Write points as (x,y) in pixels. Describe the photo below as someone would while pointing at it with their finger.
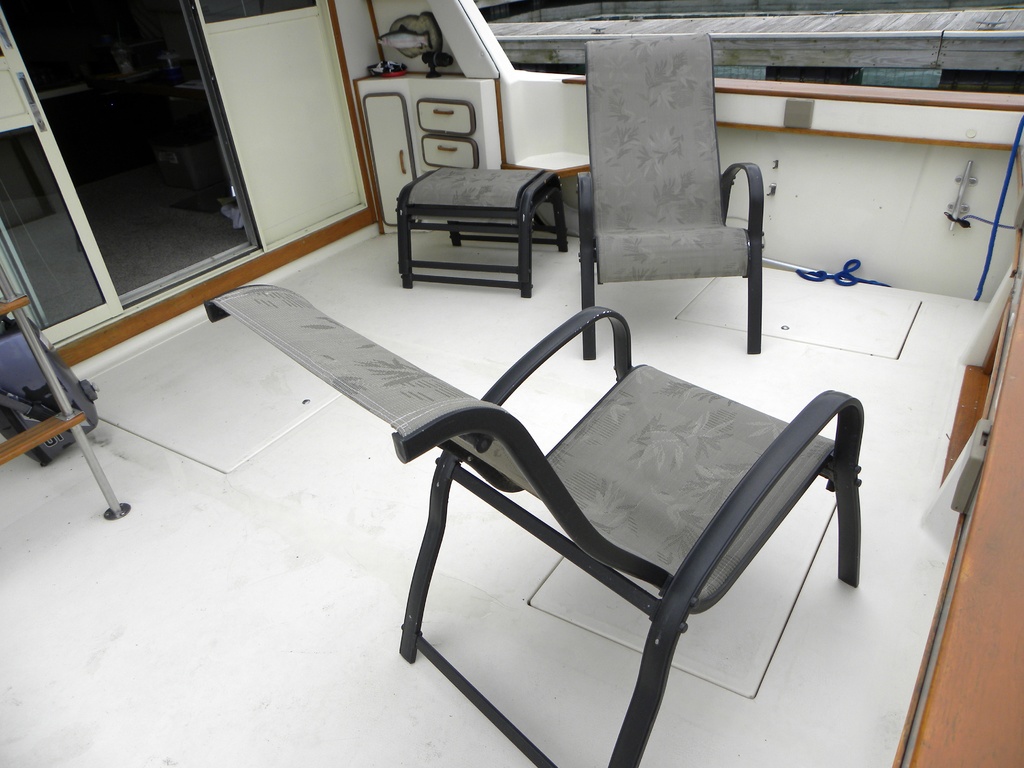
This picture is taken on a boat deck (323,479). In this image, in the right corner (1005,758), we can see a wooden rail (997,578). On the right side (728,489), we can see a chair (701,514). On the left side (52,376), we can see a metal rod (32,341) and a bag (71,404), we can also see a door (197,182) on the left side (232,182). In the background (682,192), we can see a chair (660,190) and a stool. At the bottom (258,583), we can see a floor (188,465) which is in white color.
